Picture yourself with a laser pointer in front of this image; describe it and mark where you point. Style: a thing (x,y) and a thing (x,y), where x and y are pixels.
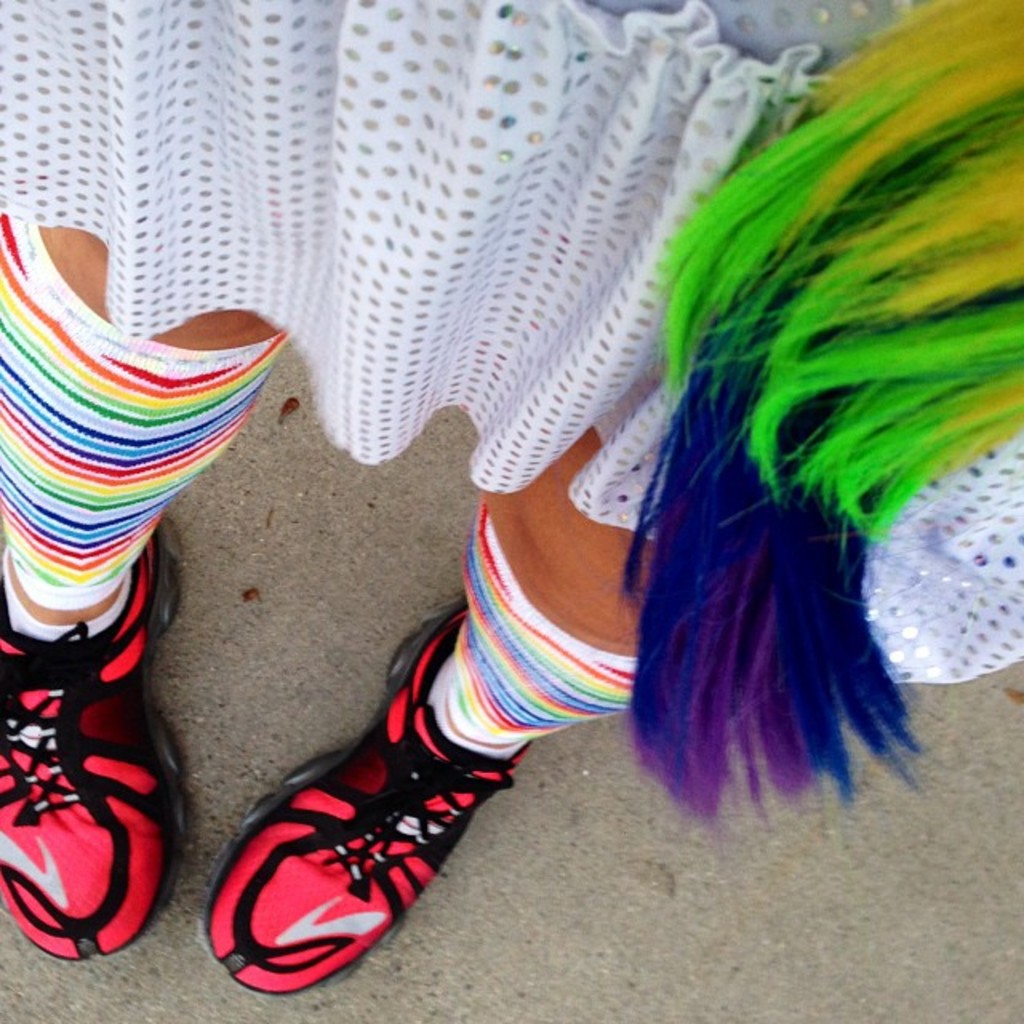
In this picture we can see the person's legs (497,498) and wearing a dress (490,286), socks (39,378), shoes (252,828). At the bottom of the image (473,912) we can see the floor (756,982).
